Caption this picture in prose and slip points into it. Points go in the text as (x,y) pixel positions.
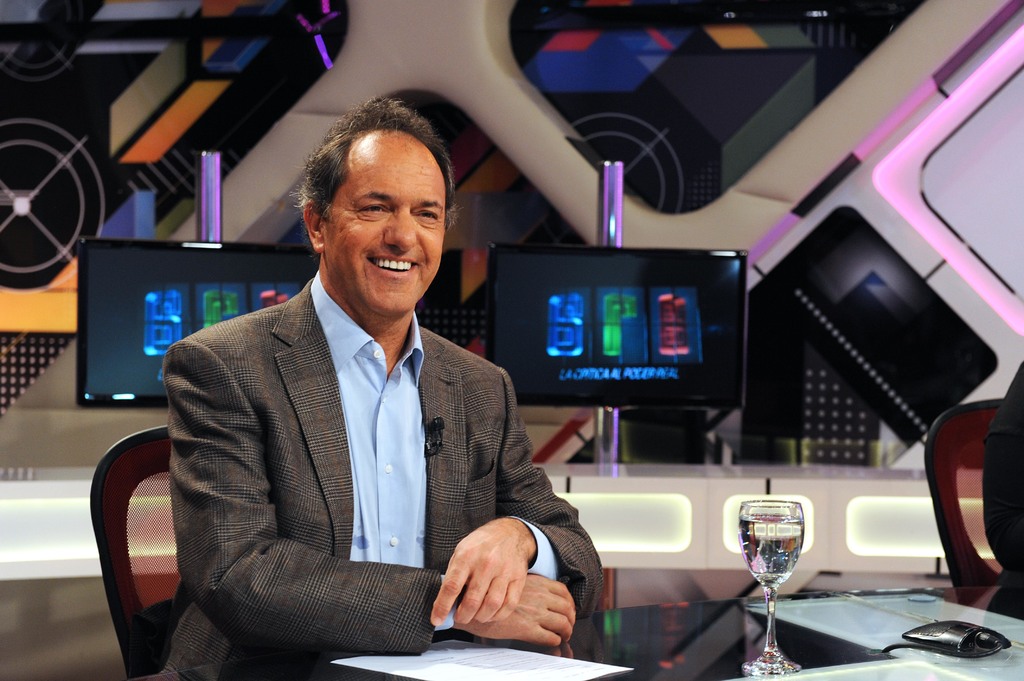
In this picture we can see few people (256,515), they are seated on the chairs (975,488), in front of them we can see a glass (743,537), few papers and other things (931,630) on the table (824,622), in the background (693,323) we can see few digital screens (694,303).
